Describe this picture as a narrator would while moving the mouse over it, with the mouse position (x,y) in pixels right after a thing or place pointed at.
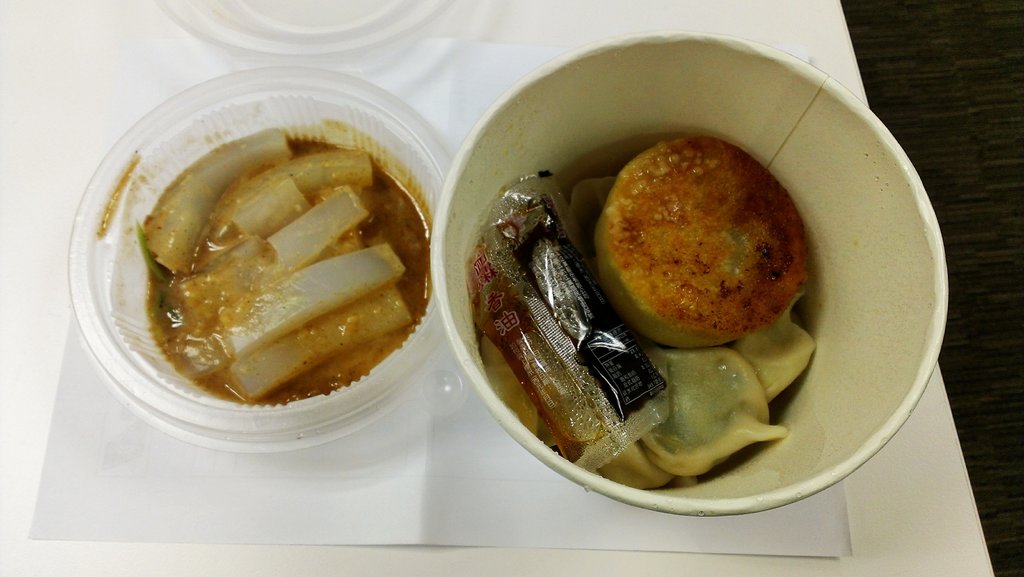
This image is taken indoors. On the left side of the image (329,485) there is a table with a paper (807,510) on it. In the middle of the image (436,270) there are two bowls (471,349) with food items (308,275) on the paper (246,487).
